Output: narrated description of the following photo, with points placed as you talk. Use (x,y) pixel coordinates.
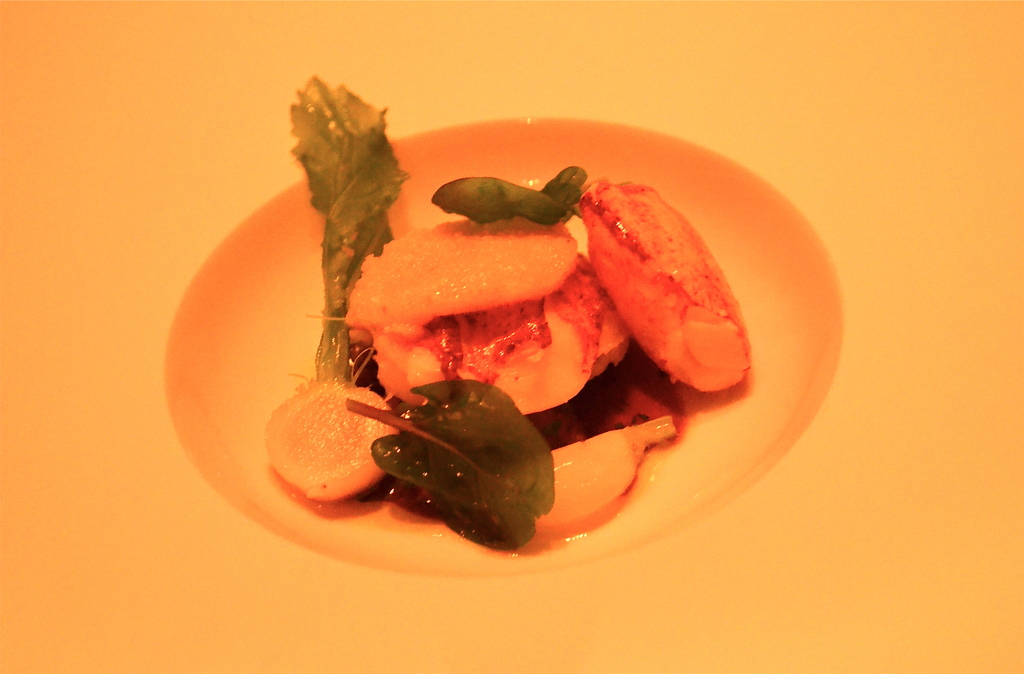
At the bottom of the image (171,601) we can see a table (680,638), on the table (842,556) there is a plate (503,150). In the plate (535,151) we can see food (379,140).
